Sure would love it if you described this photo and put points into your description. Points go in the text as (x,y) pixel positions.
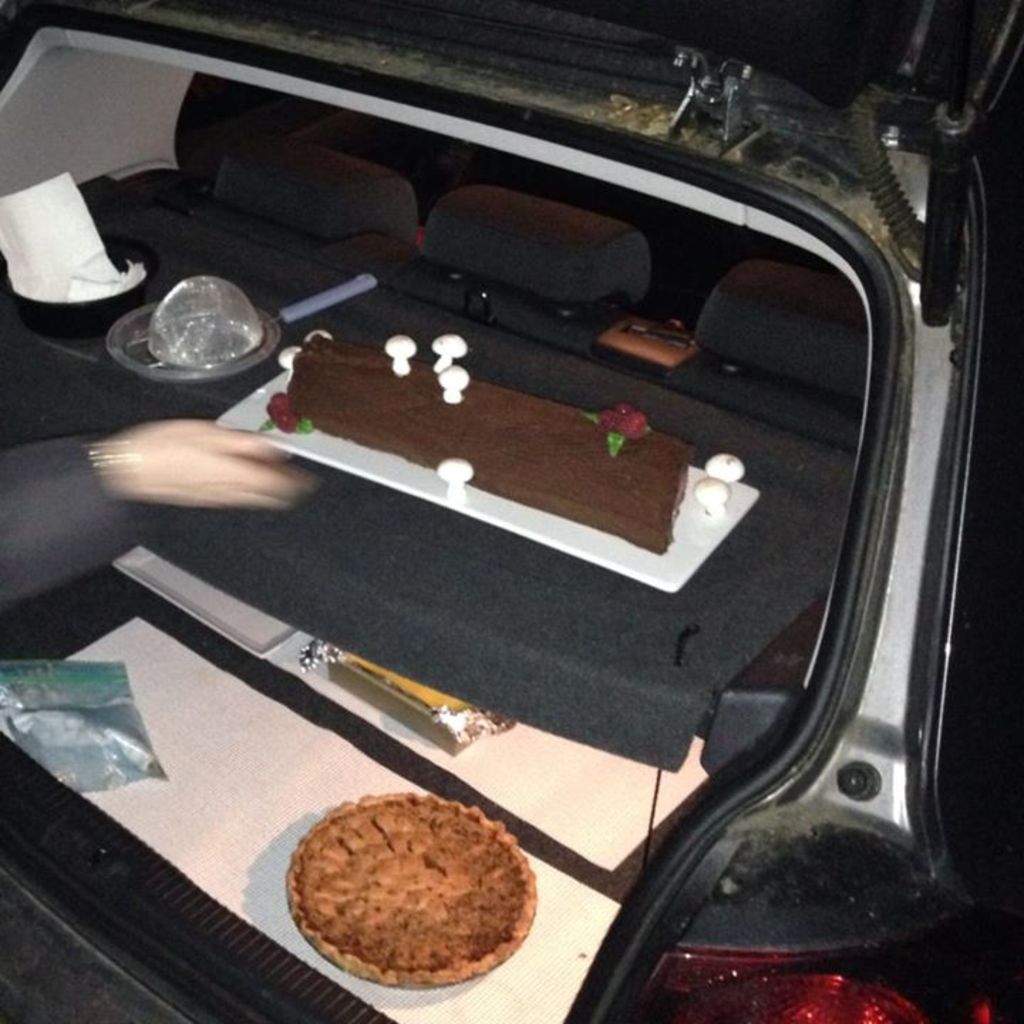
In this image I can see few food items (402,921) and few objects (53,199) in the vehicle (486,531). I can see the person's hand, taillight (826,1010) and few seats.
